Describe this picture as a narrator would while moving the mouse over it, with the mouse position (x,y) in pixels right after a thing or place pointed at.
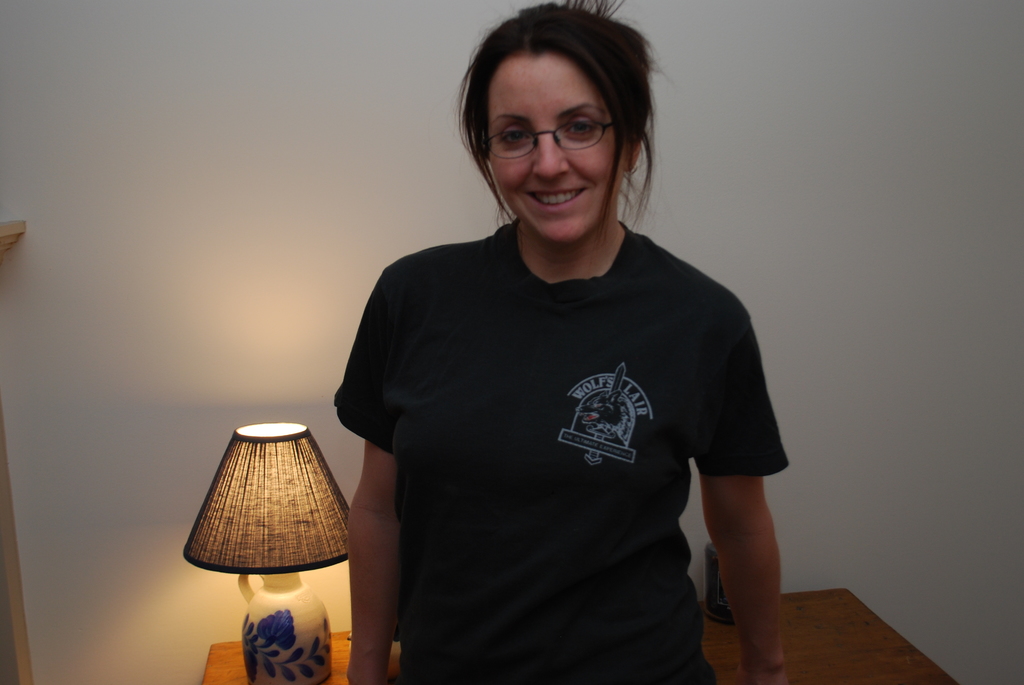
In this image we can see one woman (550,225) in black T-shirt (535,429) wearing spectacles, standing and smiling. There is one table lamp (275,539) on the table (332,635), two objects (719,608) on the table (332,652) behind the woman (368,653), two objects (14,232) on the left side of the image (5,256) and there is a white wall (16,247) in the background (901,123).
